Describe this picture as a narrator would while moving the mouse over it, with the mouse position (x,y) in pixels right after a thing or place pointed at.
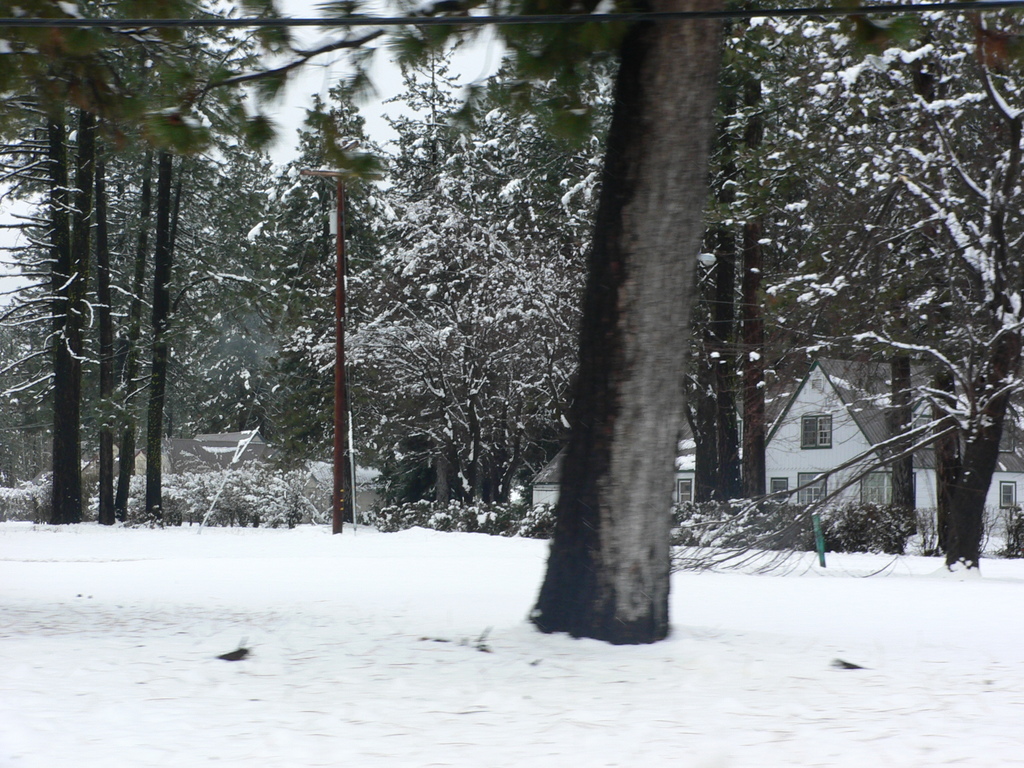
In this picture we can see snow (400,699) and trees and in the background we can see houses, electric pole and a metal pole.
